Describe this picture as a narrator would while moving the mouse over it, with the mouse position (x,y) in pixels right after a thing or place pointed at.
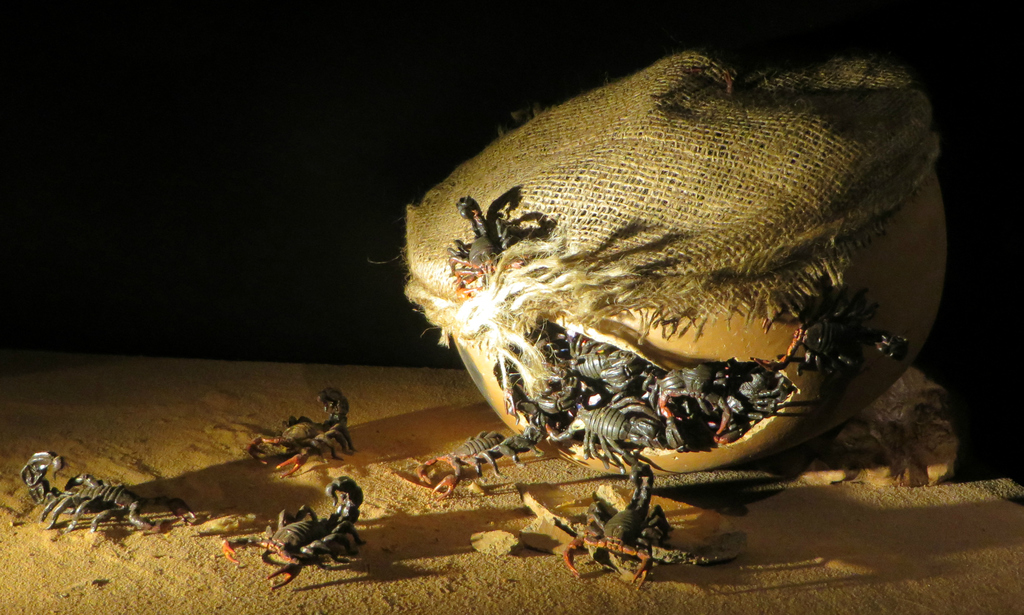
In this image we can see many black color scorpions (282,539) among them few are in the pot (754,355) which is covered with gunny cloth (634,262) and a few of them are on the sand (347,591). The background of the image (992,63) is dark.
